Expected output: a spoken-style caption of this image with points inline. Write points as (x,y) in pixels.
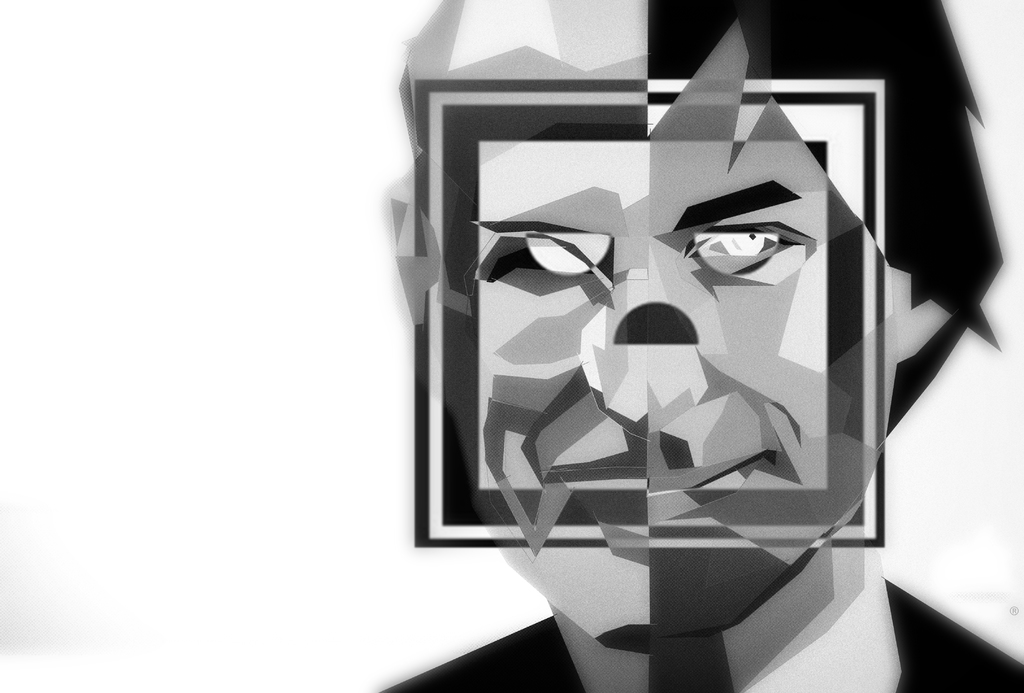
In this image I can see the edited image of the person (607,573) and the image is in white and black color.
